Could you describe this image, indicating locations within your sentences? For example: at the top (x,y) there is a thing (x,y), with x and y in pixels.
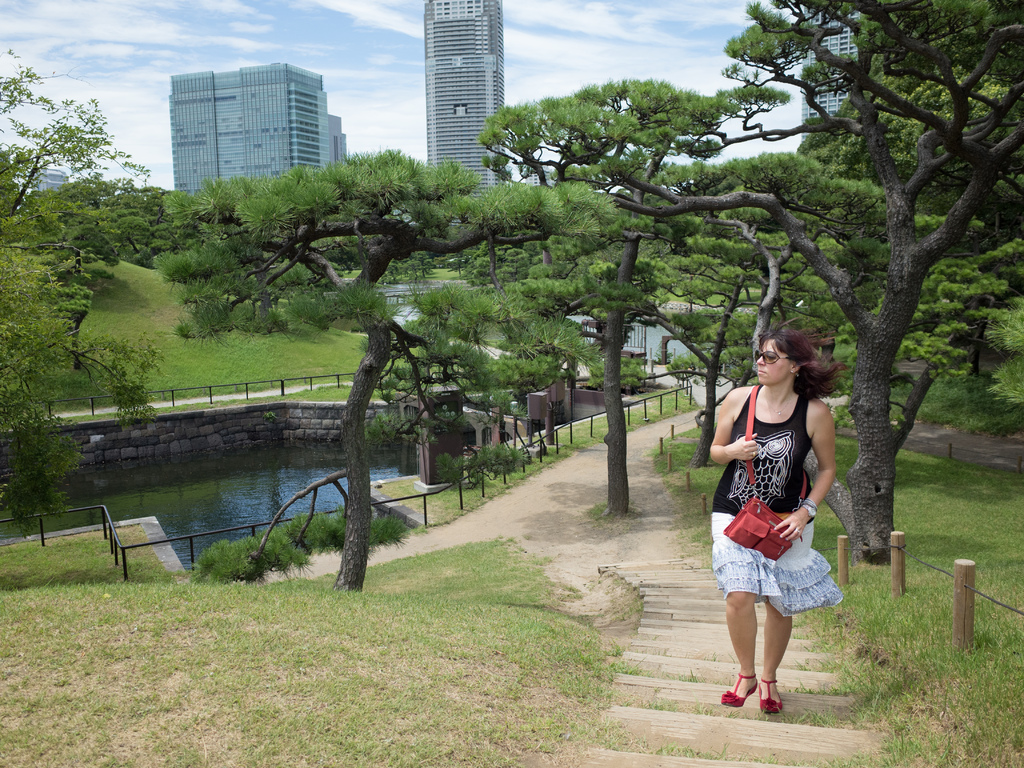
In this picture we can see a woman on the ground (663,649), she is wearing a bag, at the back of her we can see fences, trees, buildings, water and some objects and we can see sky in the background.
